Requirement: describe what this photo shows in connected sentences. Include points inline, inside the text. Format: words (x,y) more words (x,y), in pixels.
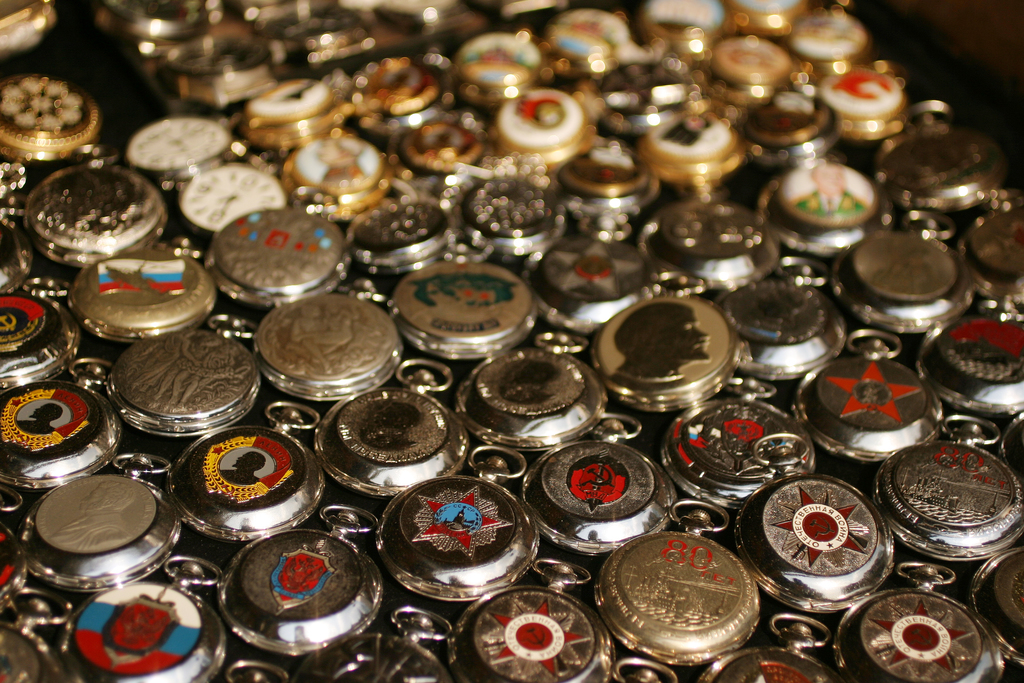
In this image in the middle (461,347), there are different types of pocket watches (495,417).
